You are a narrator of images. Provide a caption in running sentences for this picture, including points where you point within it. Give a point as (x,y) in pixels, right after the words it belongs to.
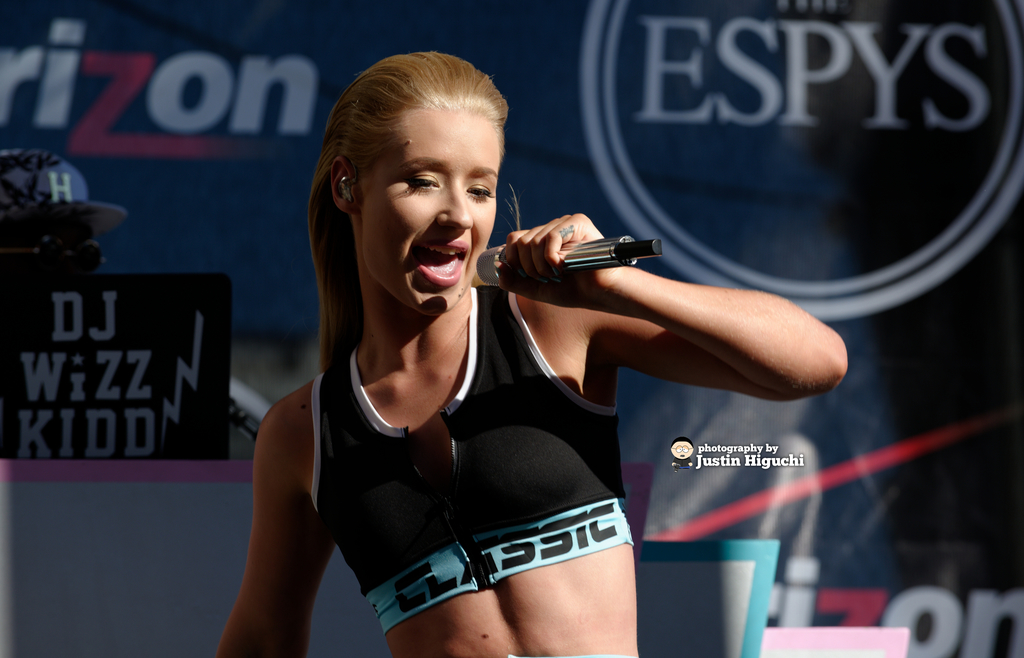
in the picture can see a woman (474,381) holding a microphone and singing a song, beside the woman (394,283) there was flexi (237,112), on that flexi (663,90) there was a ESPYS words (884,78).
